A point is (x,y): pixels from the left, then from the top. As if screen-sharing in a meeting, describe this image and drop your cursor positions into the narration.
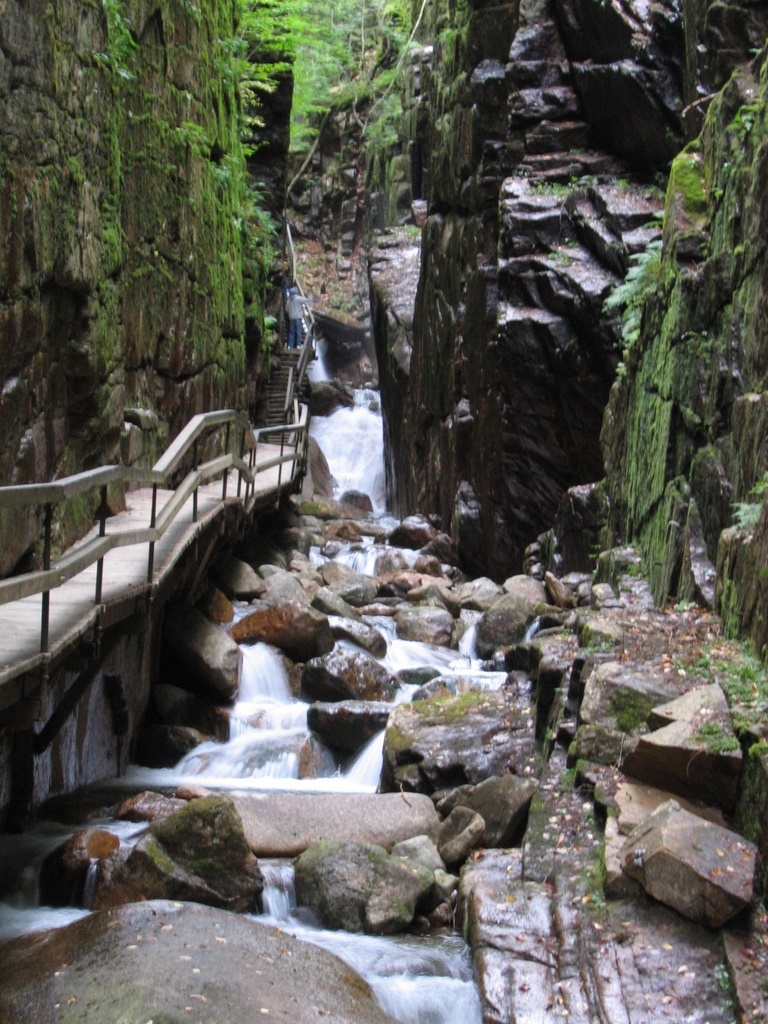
In this image I can see the waterfall (242,756), background (398,17) I can see few stones (336,597), a bridge (182,558) and trees (388,76) in green color.
